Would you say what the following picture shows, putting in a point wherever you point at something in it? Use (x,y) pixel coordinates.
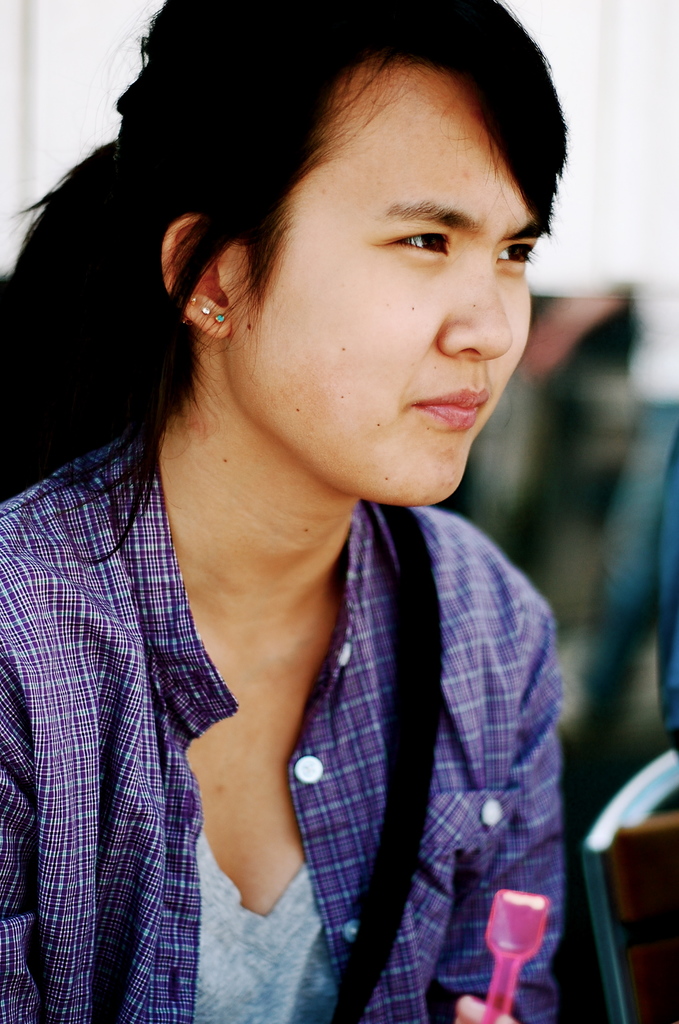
In this image I can see the person (180,704) with the purple and ash color dress (114,909). I can see the blurred background (574,197).
